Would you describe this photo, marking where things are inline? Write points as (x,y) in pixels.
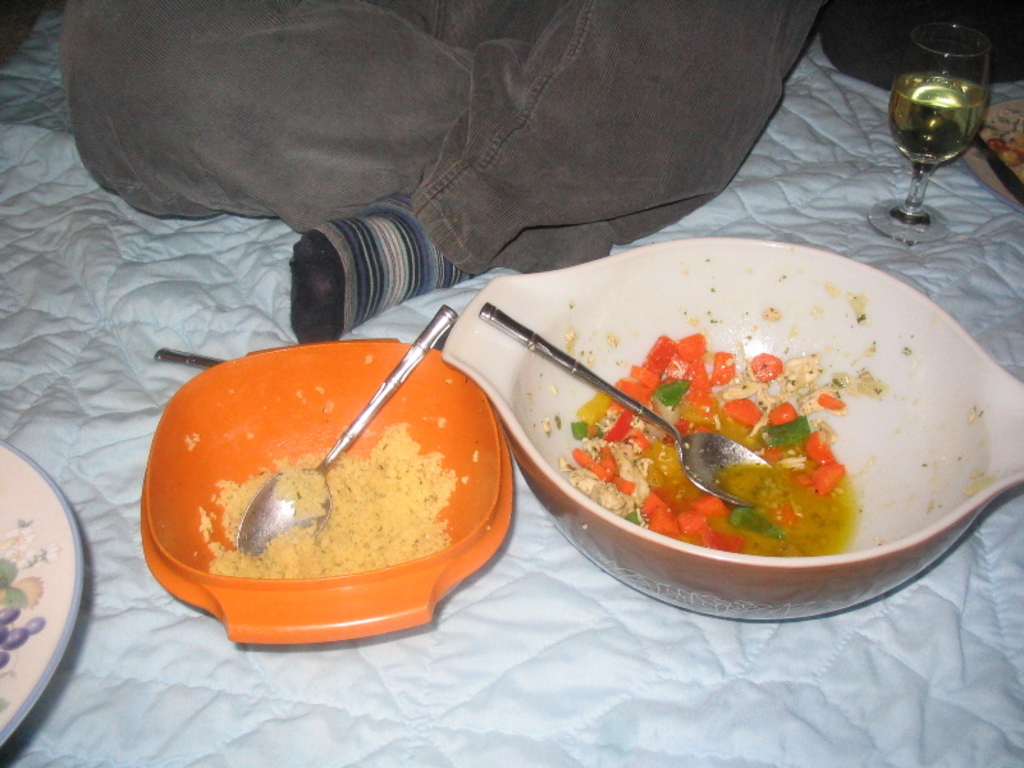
In this picture I can see some food item (401,507) placed in a bowl (490,461) with spoons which is placed on the cloth (529,638), side we can see some trousers (534,94), glass (965,135) with liquid (965,145).
